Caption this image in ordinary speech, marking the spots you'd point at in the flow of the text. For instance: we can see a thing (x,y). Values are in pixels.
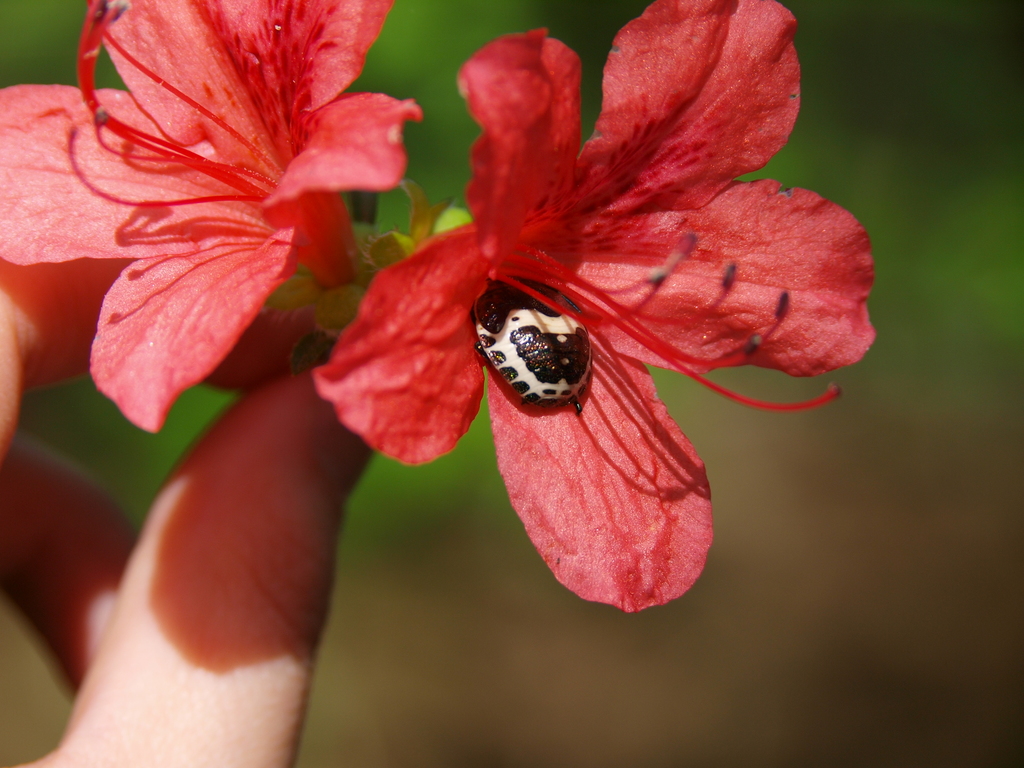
This looks like an insect (535,344), which is on the flower (626,322). I can see a person's hand (213,467) holding two shoe flowers (343,276), which are red in color. The background (758,728) looks blurry.
